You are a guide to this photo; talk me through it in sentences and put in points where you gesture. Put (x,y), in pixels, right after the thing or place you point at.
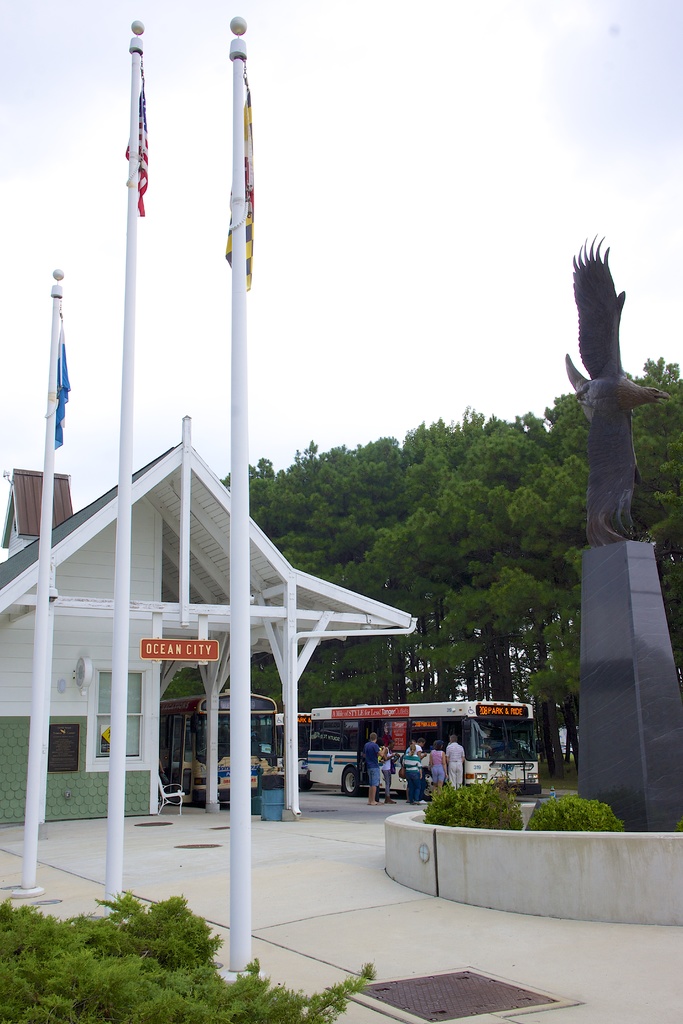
In this image few persons (408,782) are standing on the pavement (368,813). Few buses (361,746) are on the road (360,808). Right side (594,441) there is a statue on the pillar (593,670). Before it there are few plants (531,827) which are behind the wall (566,878). Left side (121,812) there are few poles (112,819) having flags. Behind there is a house (1,767). A chair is under the roof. Left bottom there are few plants (162,950). Background (505,608) there are few trees (680,648). Top of the image (475,242) there is sky (475,242).
